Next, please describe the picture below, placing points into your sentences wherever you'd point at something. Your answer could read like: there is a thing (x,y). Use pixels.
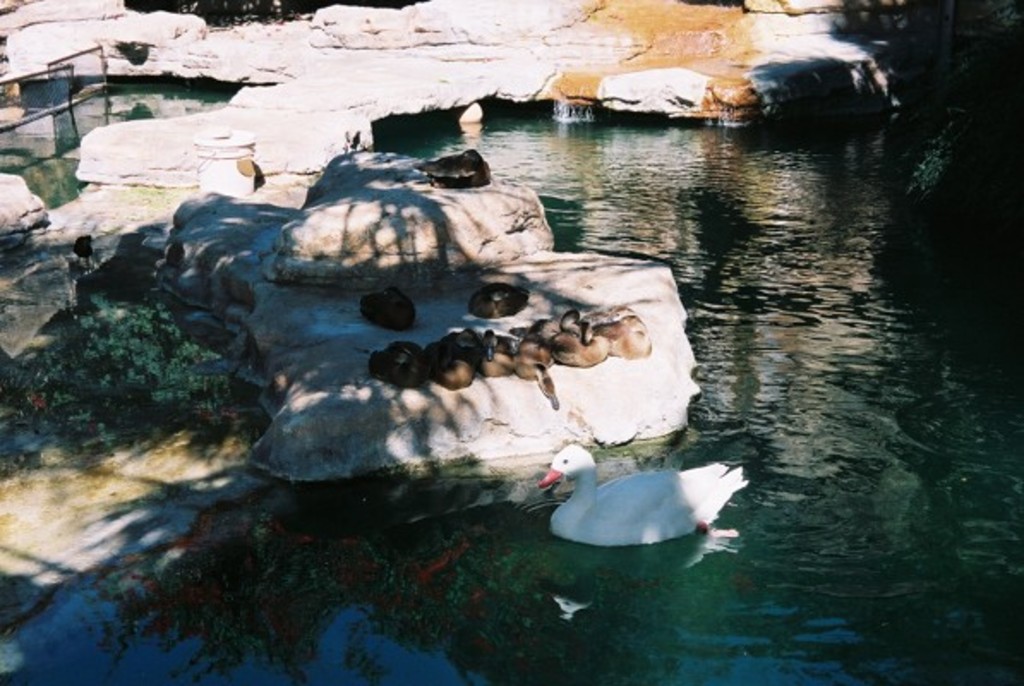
In this image on the right (812,451) there is water body (821,542). On the stones (290,339) there are birds (560,343) here. There is a duck (618,518). There are few plants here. This is boundary (53,103).
